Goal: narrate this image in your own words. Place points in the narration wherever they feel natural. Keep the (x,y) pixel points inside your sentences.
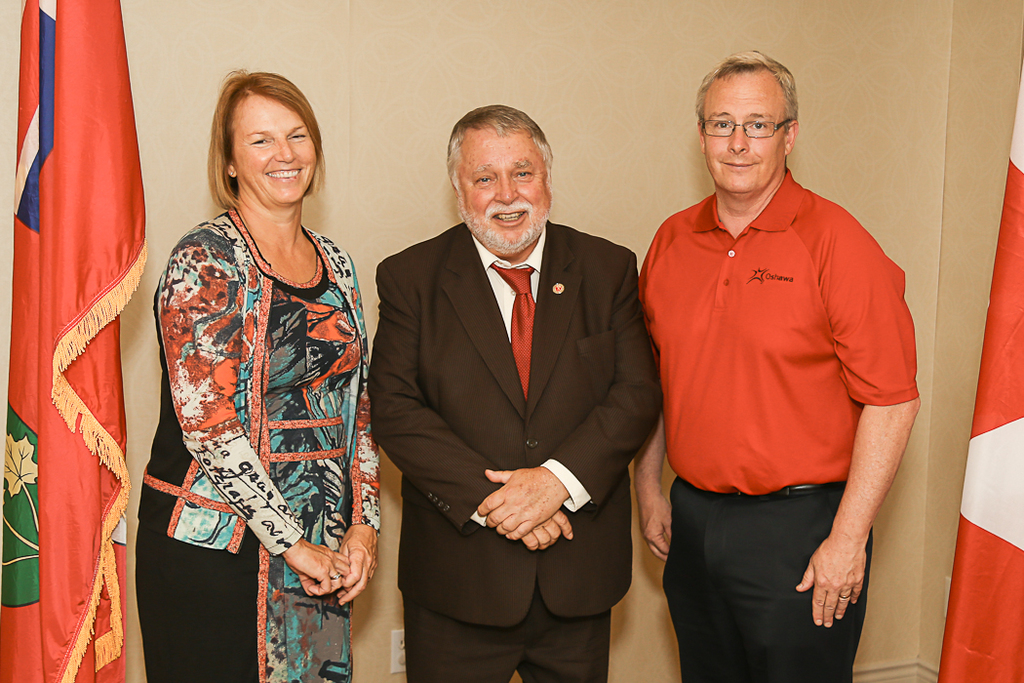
In this image, we can see people (321,269) standing and one of them is wearing a coat (536,323) and a tie (528,283) and a man (745,148) wearing glasses (770,136). In the background (229,56), there are flags (73,80) and a wall (555,89).
